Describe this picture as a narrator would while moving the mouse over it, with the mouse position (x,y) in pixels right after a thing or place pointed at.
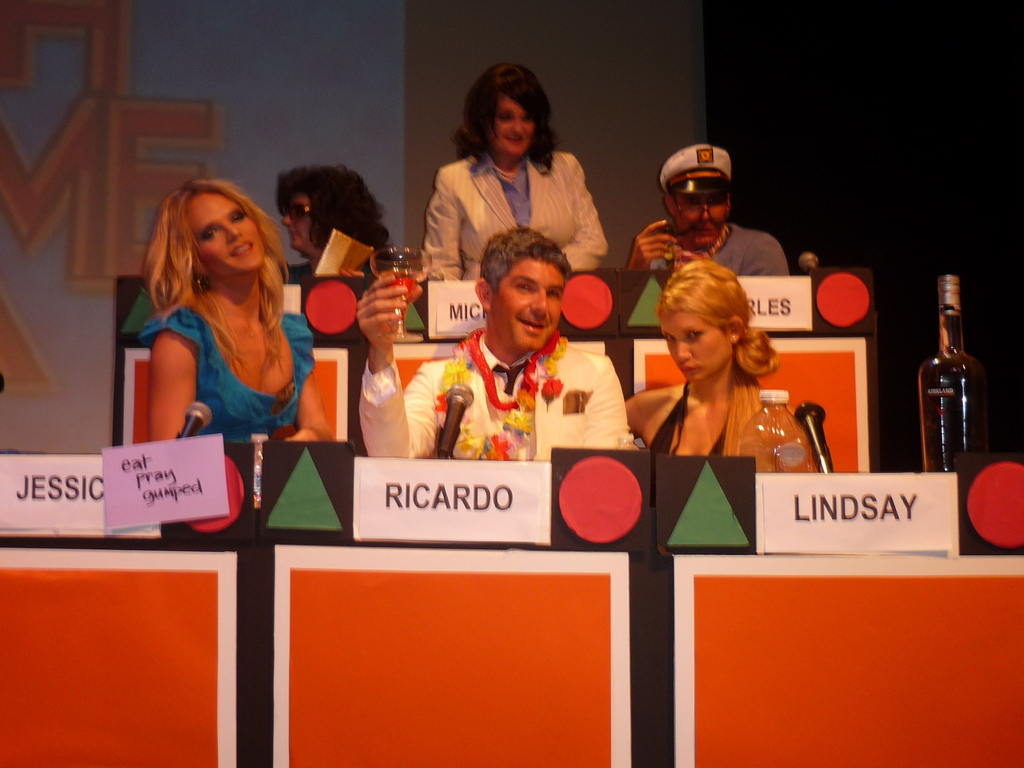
In this image there are people (515,211) sitting on chairs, in front of them there are tables (171,535), on that tables (432,500) there are names (794,508), mikes (827,465) and there are bottles (795,469), in the background (265,147) there is a screen (336,92), one man (487,370) is holding a glass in his hands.
